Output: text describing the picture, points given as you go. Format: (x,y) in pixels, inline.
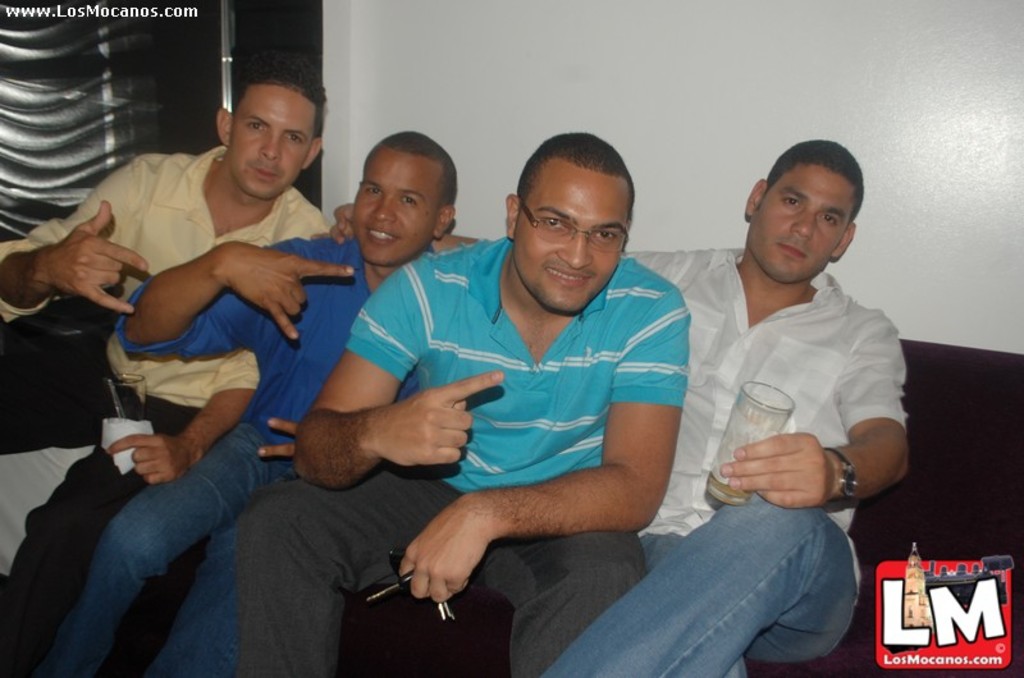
In this picture we see few people (761,449) seated on the sofa (961,456) and i see couple of them (764,343) holding glasses (743,444) in their hands (789,474) and a man (622,461) holding sunglasses (408,587) in his hand (430,575) and wall (818,129) on the back (705,90) and text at the top left corner (79,7) and logo (1004,627) at the bottom right corner of the picture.
